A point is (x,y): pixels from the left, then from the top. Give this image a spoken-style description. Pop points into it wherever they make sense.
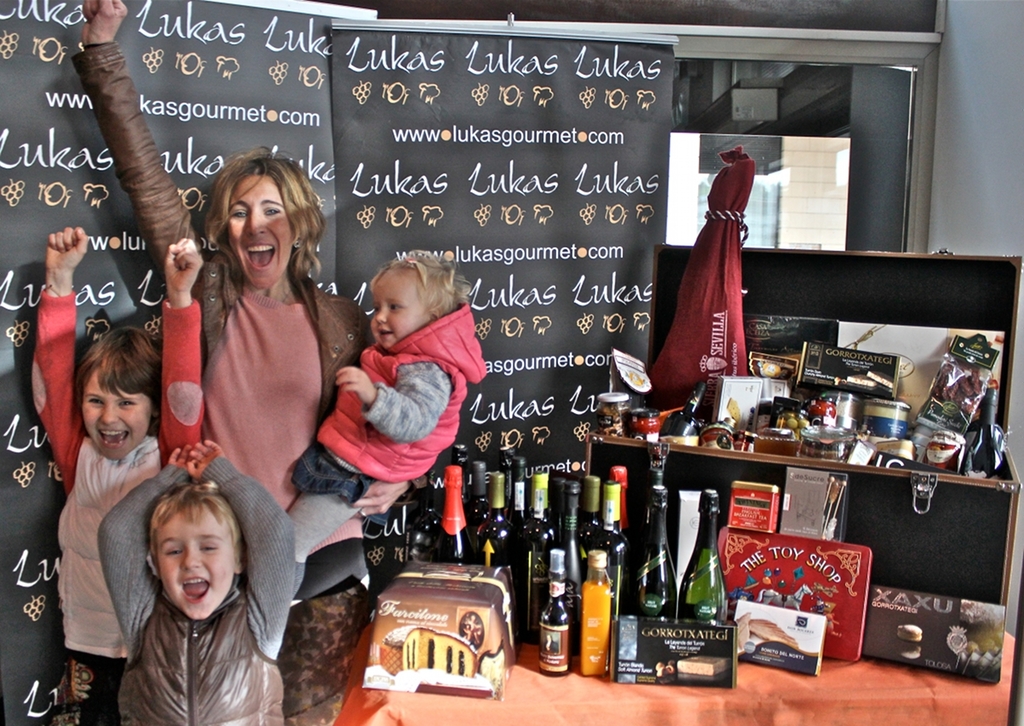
In this image we can see there are people (149,586) standing and near the table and the other person (265,347) holding a kid (382,461). On the table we can see there are bottles (618,570), cloth (739,337), boxes (736,391) and few objects (901,465). At the back (653,74) we can see the window (787,96) and banners (426,134) with text (396,176) and a design (203,70).
